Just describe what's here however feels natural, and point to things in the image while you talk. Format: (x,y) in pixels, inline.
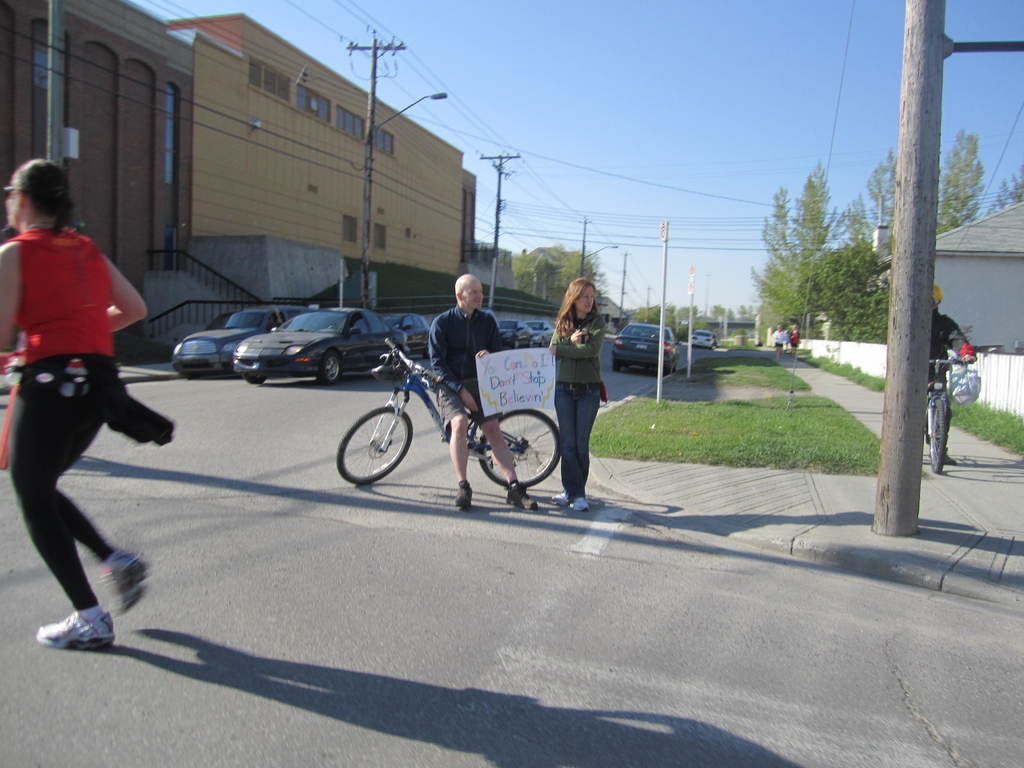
This picture describe about the view of the road (572,753) on which a girl (72,306) wearing red top (77,350) and black pants (45,535) is running on the road (95,451), beside her a old man (452,400) wearing shorts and a girl (568,369) standing beside him holding a poster (535,398) in the hand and sitting on the bicycle (377,449), Behind we can see many cars (391,338) are parked and a building (418,212) with trees (860,236), poles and a clear sky (790,162) on the top (587,95).
